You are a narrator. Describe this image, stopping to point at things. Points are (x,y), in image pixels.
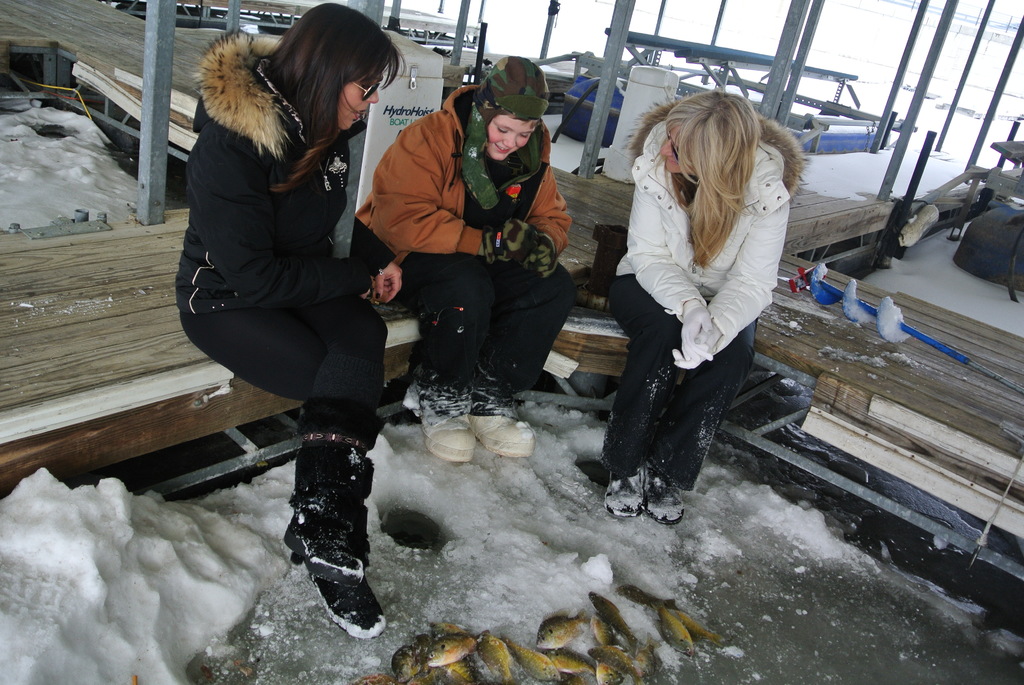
In the center of the image (640,385) we can see three people (450,348) are sitting on a dock (892,367) and wearing the jackets (651,274). In the background of the image (647,57) we can see the rods (950,4) and some other objects (967,170). At the bottom of the image (600,607) we can see the fish (627,593) and the floor (771,614).
